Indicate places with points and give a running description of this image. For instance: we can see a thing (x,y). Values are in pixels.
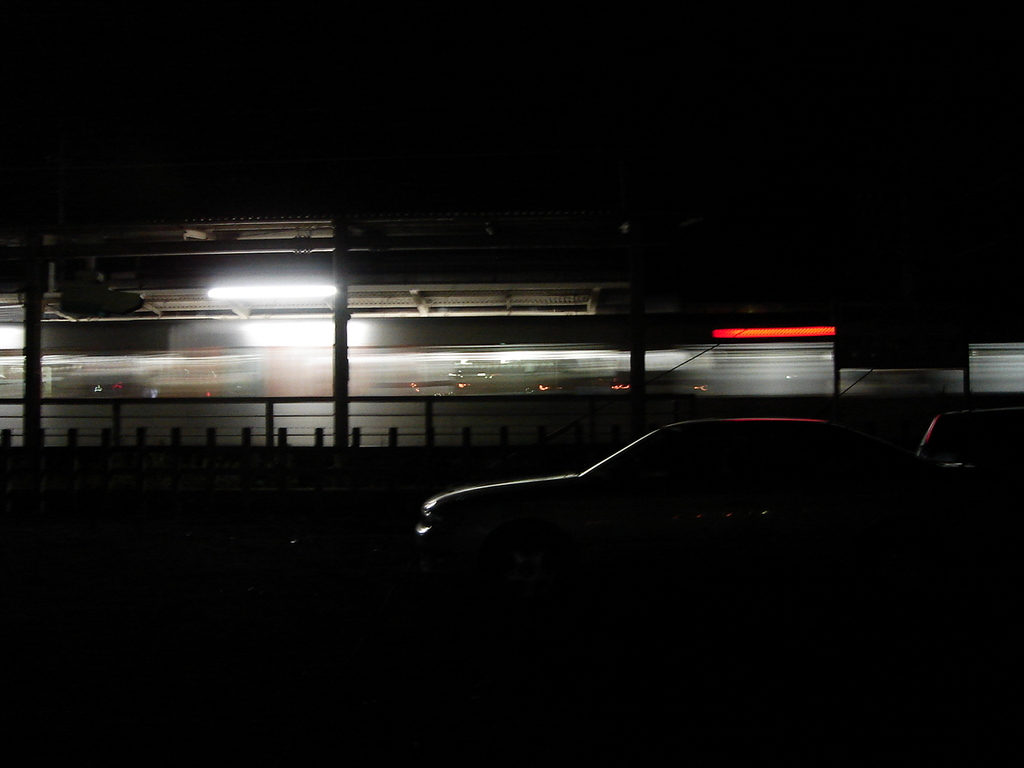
There is a car (641,582) at the bottom of this image (612,578). It seems like there is a train (371,375) and a shelter (269,279) in the middle of this image (564,374). It is dark at the top of this image (507,123).
